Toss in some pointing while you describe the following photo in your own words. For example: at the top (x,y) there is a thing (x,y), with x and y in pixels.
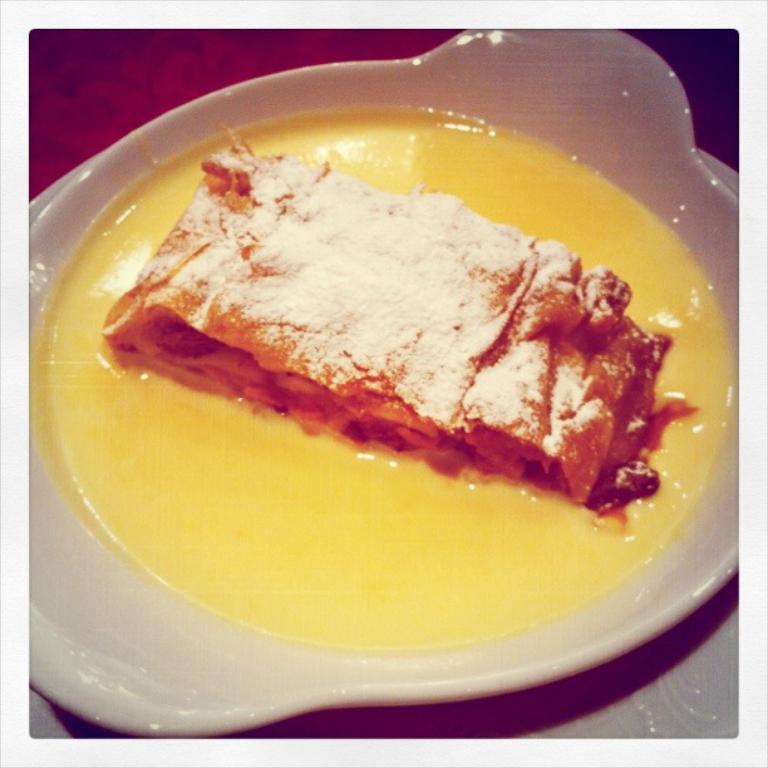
In this image I can see a white colour plate (689,561). In this plate (555,142) I can see yellow and brown colour food (420,337).
